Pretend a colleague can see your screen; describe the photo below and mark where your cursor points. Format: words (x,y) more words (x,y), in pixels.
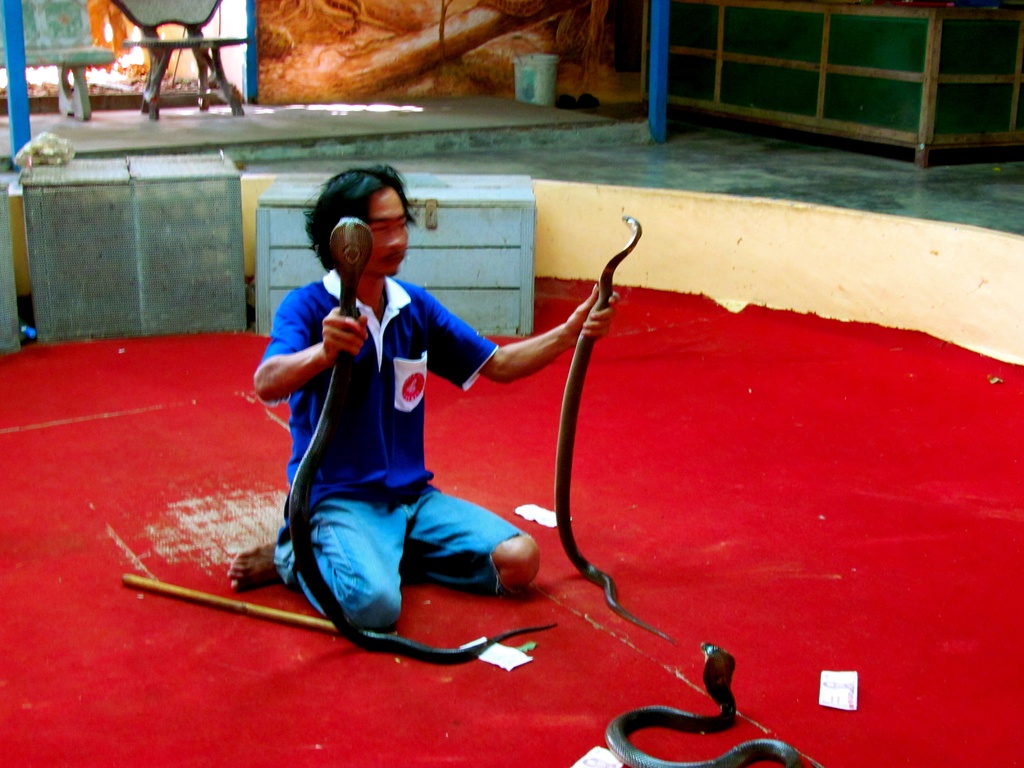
In this picture I can see a man (363,347) sitting in front (421,310) and I see that he is holding 2 snakes (367,253) and I can see another snake (628,730) in front of him and side to him I can see a stick (166,589). In the background (82,325) I can see few containers (59,316) and I can see a chair (236,41).
